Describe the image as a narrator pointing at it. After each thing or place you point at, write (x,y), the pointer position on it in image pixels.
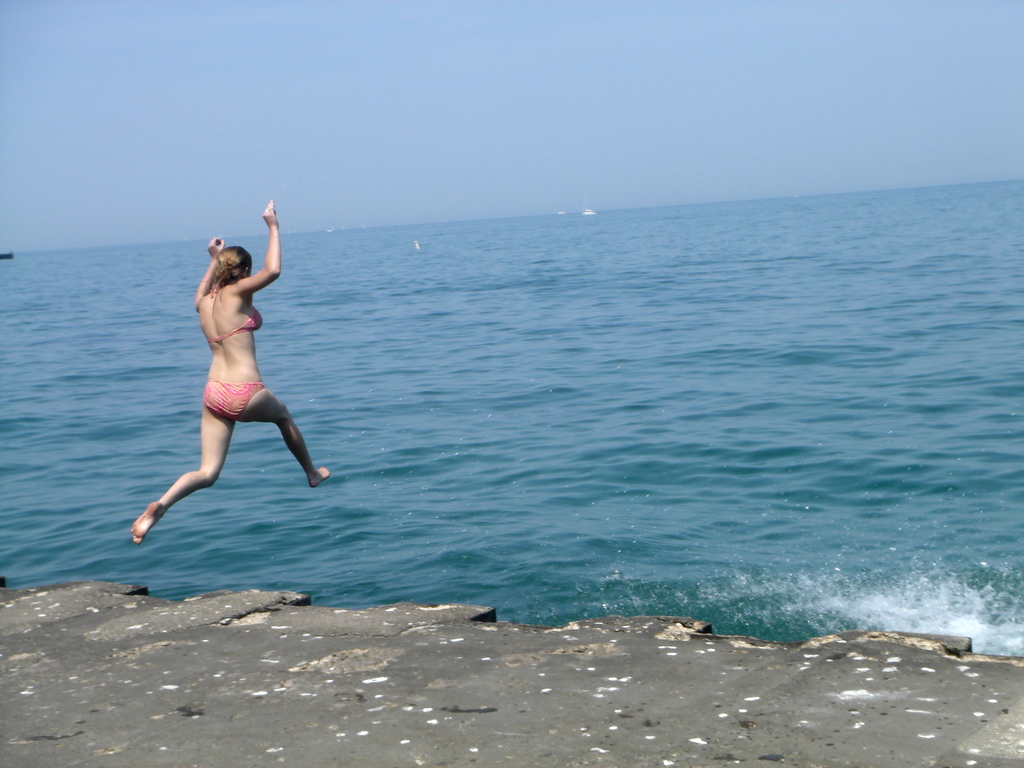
In this image we can see lady (215,383) jumping into the water (312,375). In the background (417,88) there is sky (498,98).
